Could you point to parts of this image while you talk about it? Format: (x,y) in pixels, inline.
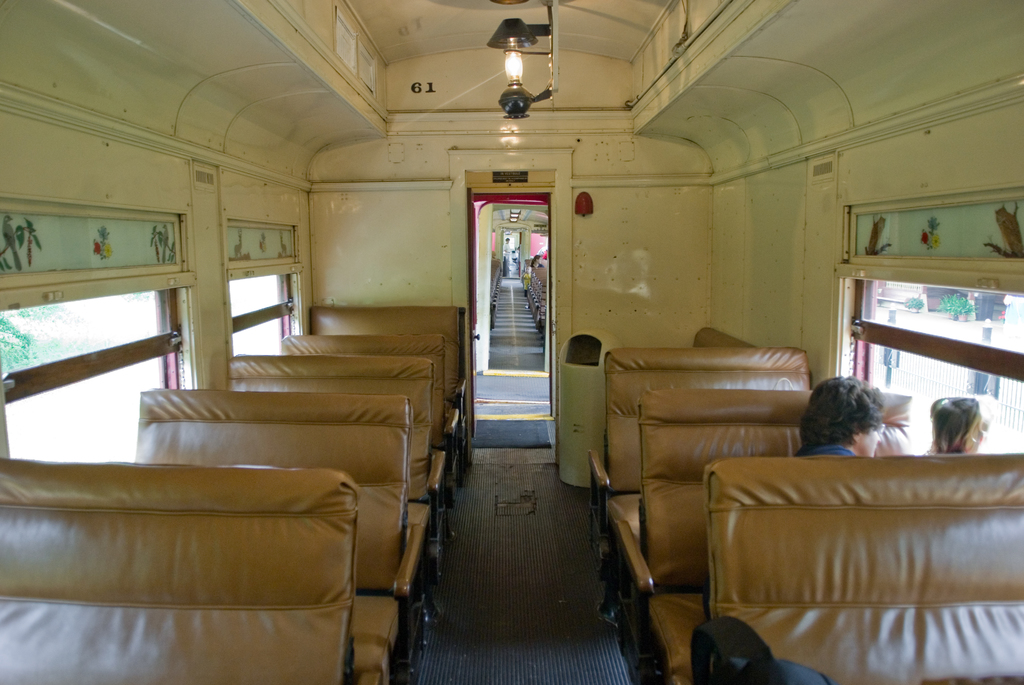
Inside the train (398,282) there are many chairs (372,320). Two persons (853,443) are sitting here. On the top (513,99) there is light (513,104). Through the glass window (942,369) we can see outside there are boundary (953,379), plants (960,312) and few other things (990,312).
